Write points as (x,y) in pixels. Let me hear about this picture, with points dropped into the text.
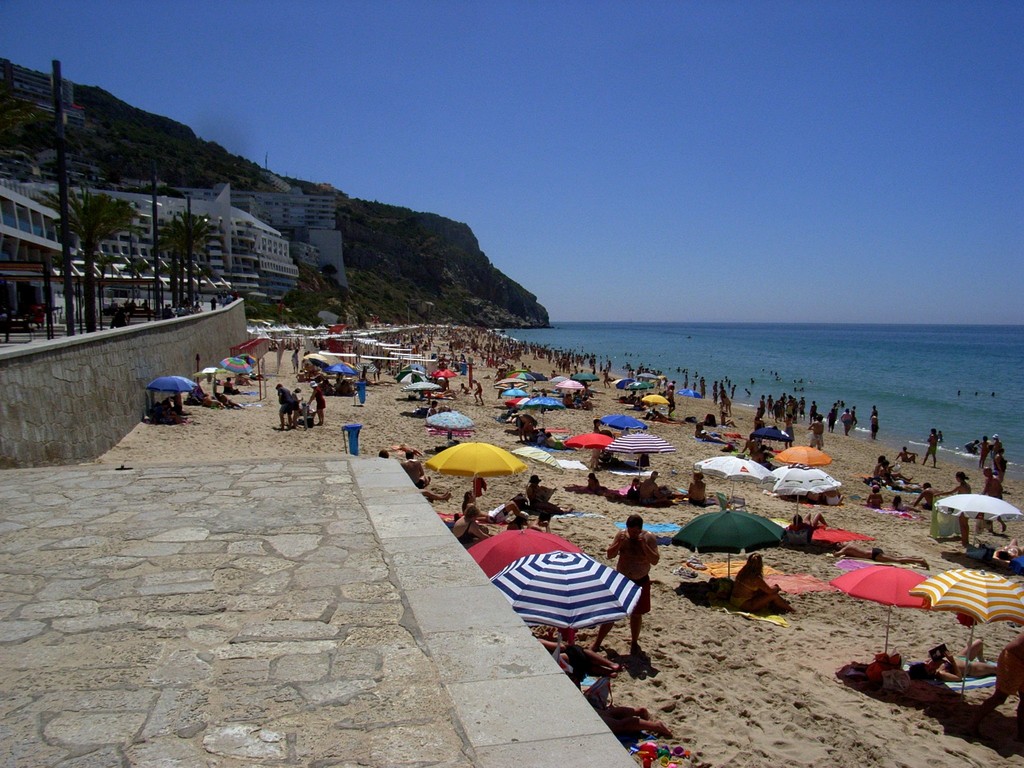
In this image we can see people (815,431) sitting, standing and lying on the seashore (901,544), parasols (731,543), trash bins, buildings (294,270), trees (330,275), poles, sea (741,331) and sky (561,121).
